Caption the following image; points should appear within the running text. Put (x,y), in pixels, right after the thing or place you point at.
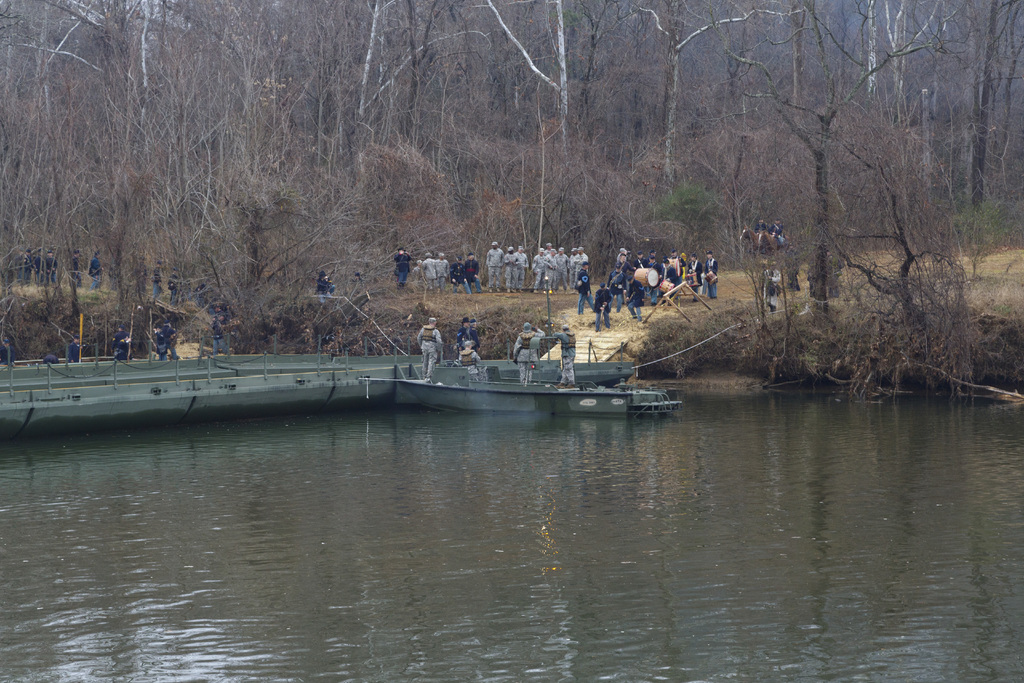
There is water surface (355,472) in the foreground area of the image (482,457), there are few people (522,380) on the boat (550,393), other are walking and trees (305,183) in the background (164,157).
